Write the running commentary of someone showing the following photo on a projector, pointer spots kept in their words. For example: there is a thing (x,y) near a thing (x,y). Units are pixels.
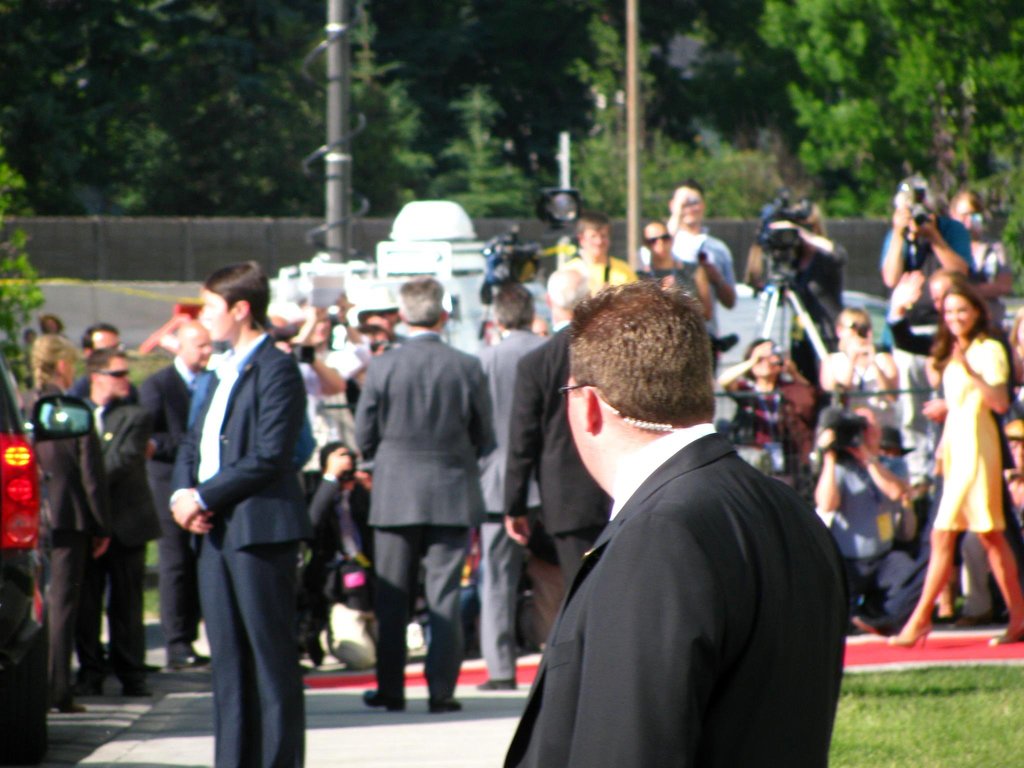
In this image there are some persons (492,368) standing in the bottom of this image (421,531) and there is a wall (232,260) in the middle of this image, and there are some trees (594,135) on the top of this image (481,135). There is a pole (330,163) on the left side of this image (328,214). There is a car (37,643) in the bottom left corner of this image (44,598).
